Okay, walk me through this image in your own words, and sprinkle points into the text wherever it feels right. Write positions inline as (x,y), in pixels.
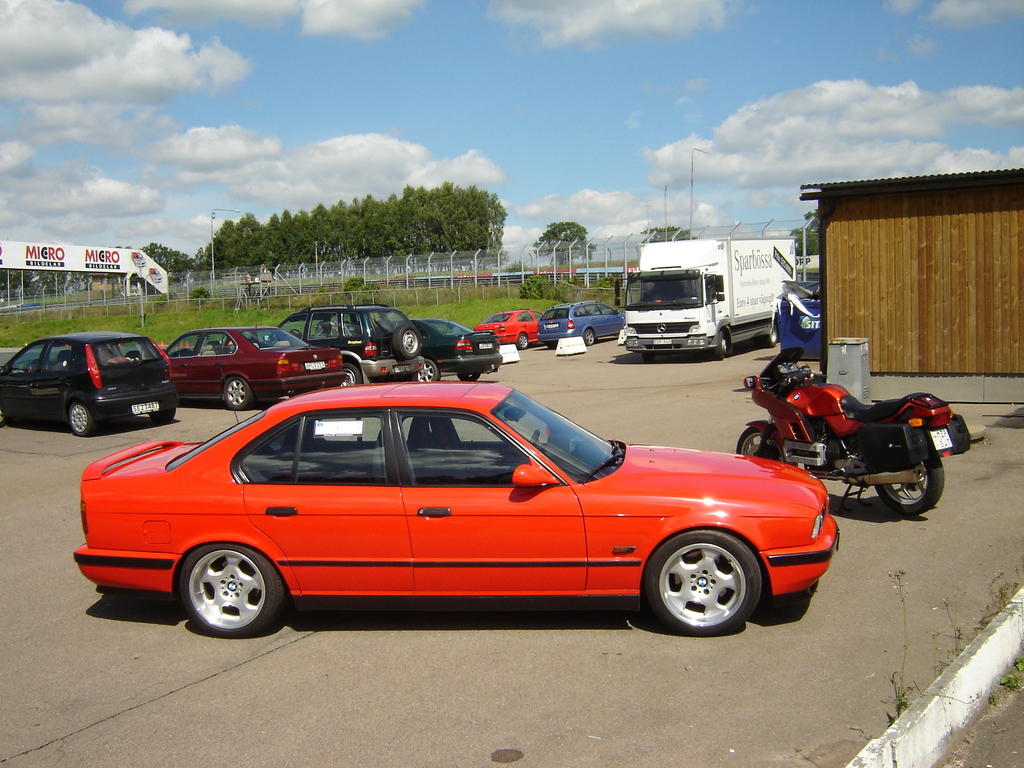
The picture is taken in a parking area (962,541). In the foreground of the picture (576,436) there are cars (459,417), truck (701,334), dustbin (794,322), room (884,332), plants (1007,584) and a motorbike (829,415). In the center of the picture (534,296) there are trees (277,232), building (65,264), fencing (375,279), plants (535,293), grass (517,292) and lights (692,194). Sky (719,215) is bit cloudy and it is sunny.
